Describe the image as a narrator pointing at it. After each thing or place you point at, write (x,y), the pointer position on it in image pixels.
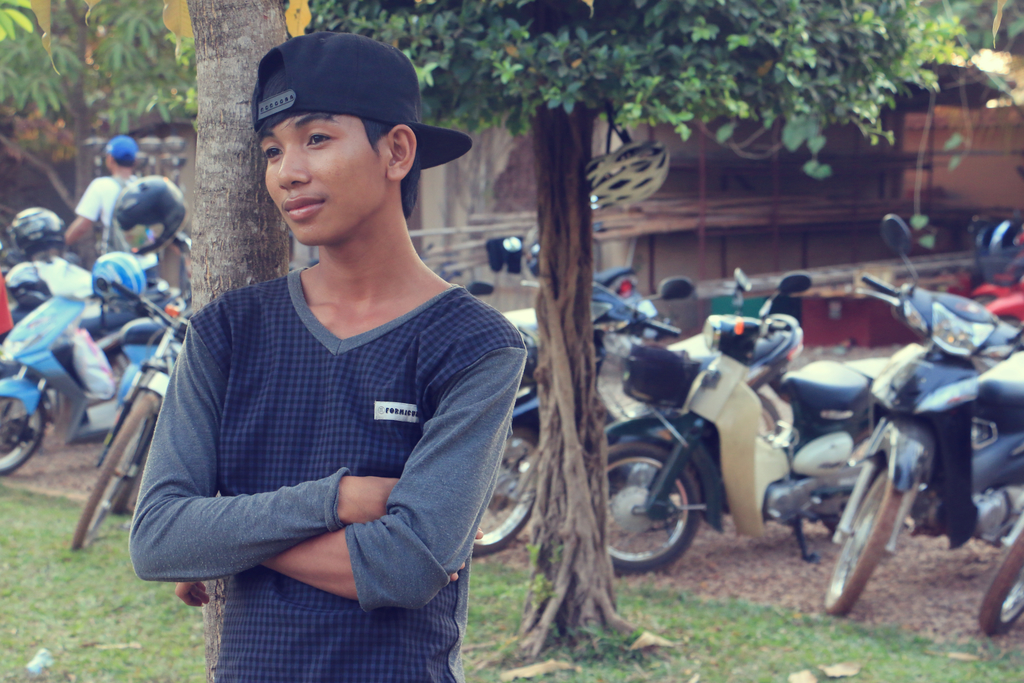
In this image, this is a boy (297,467) standing and smiling. I can see the motorbikes (704,334), which are parked. These are the helmets (113,268). Here is a person (82,225) standing. I can see the trees (364,19) with branches (587,31) and leaves (66,52). At the bottom of the image (714,632), that looks like the grass (142,599). In the background (818,210), I think this is a house (870,186).
